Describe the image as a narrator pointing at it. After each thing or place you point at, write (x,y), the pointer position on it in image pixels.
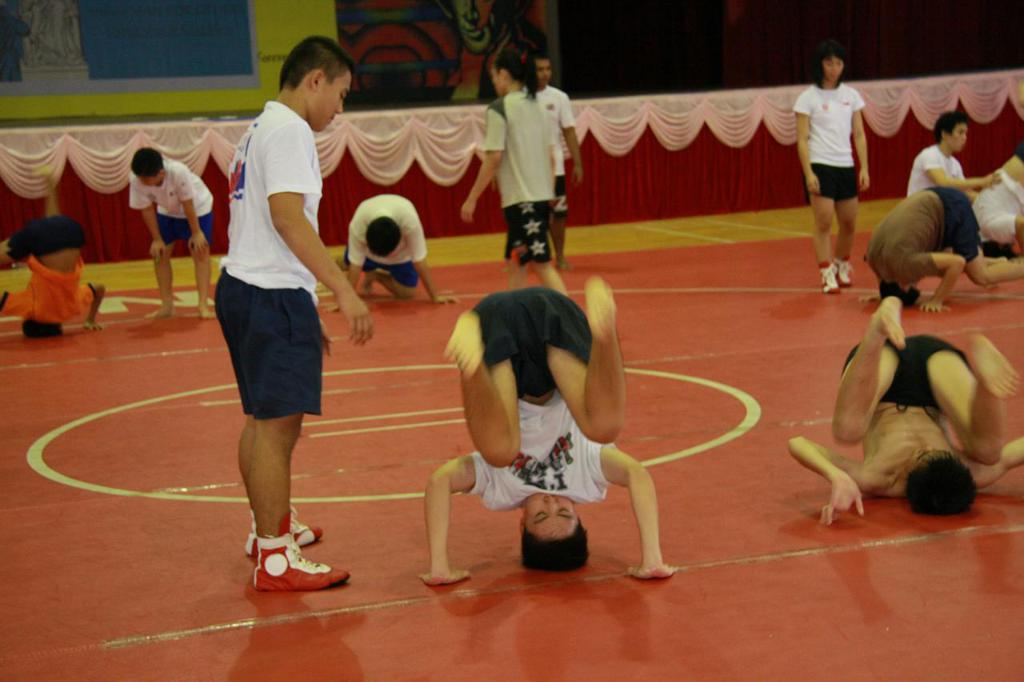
In this picture I can observe some people (356,226) on the floor (461,259). Some of them are standing. In the background (436,147) I can observe white and red color curtains (669,175). There are men (279,396) and women (523,149) in this picture.
